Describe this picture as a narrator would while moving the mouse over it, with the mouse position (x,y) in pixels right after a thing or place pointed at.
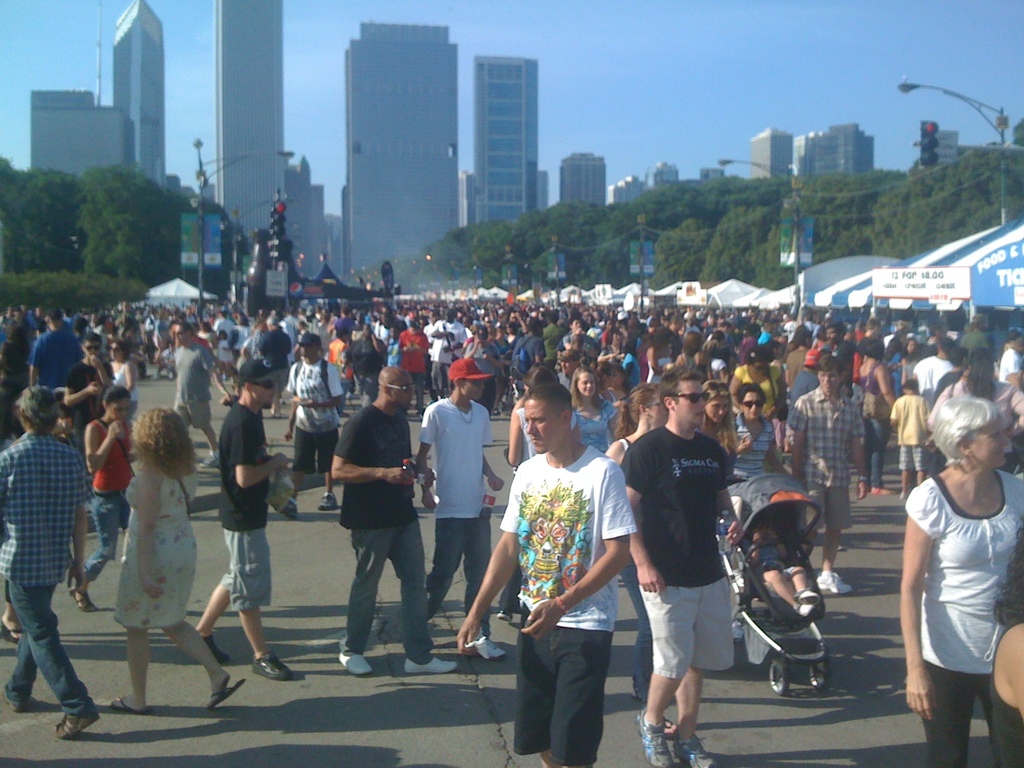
In this image there are lot of crowd (624,474), in the left side (228,284) and right side (698,254) there are trees (112,246) in the background (118,139) there are buildings (433,149) and a blue sky (657,91).
